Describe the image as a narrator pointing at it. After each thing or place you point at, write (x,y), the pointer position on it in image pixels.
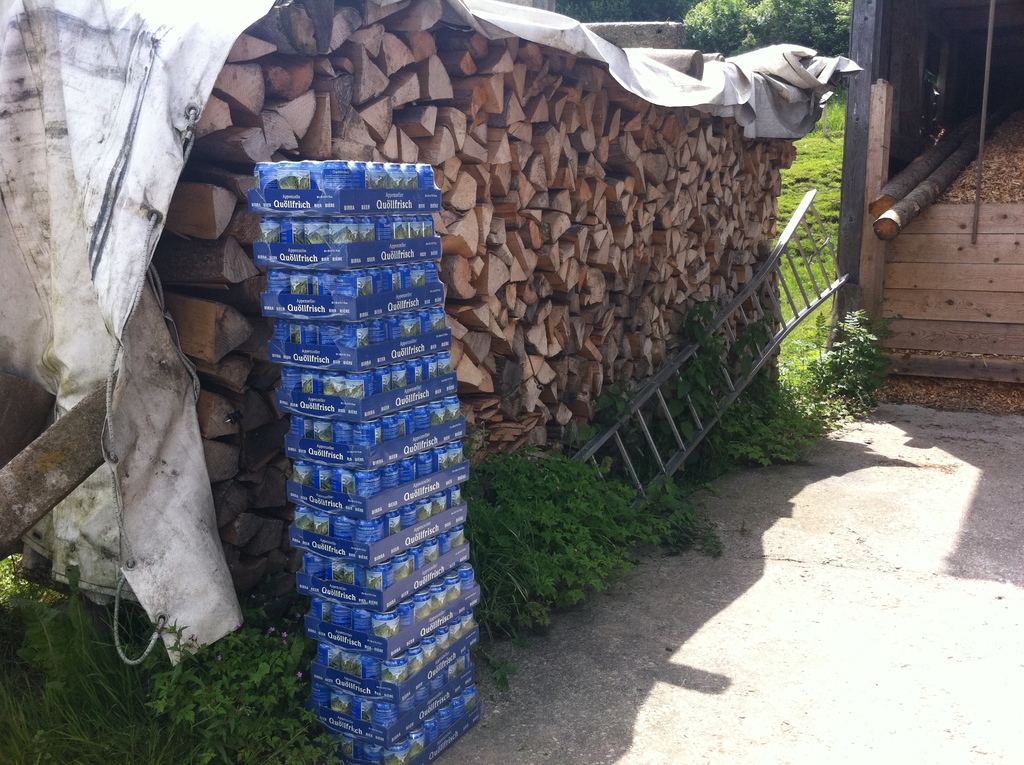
In a given image I can see a wooden objects (661,362), ladder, plants (816,351), grass (803,302) and some other objects (404,457).
